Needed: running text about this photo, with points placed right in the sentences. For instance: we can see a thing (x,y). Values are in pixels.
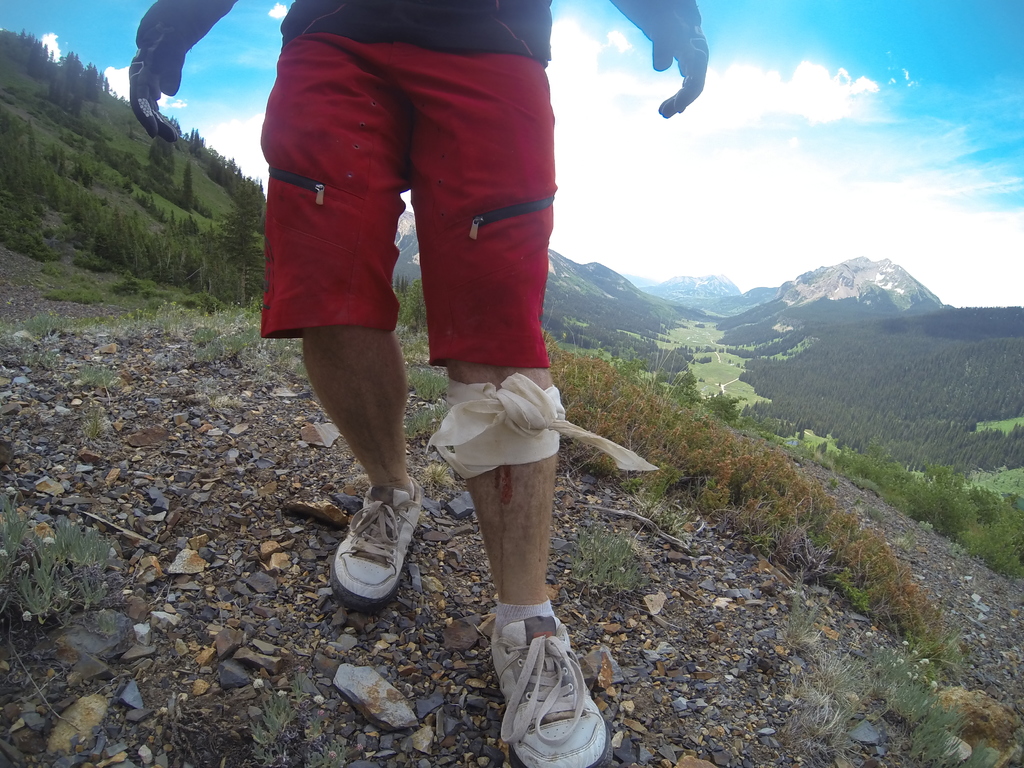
Here we can see a person (536,317) and this is grass (250,344). In the background (144,204) we can see trees (813,313), mountain (890,281), and sky (762,73).
